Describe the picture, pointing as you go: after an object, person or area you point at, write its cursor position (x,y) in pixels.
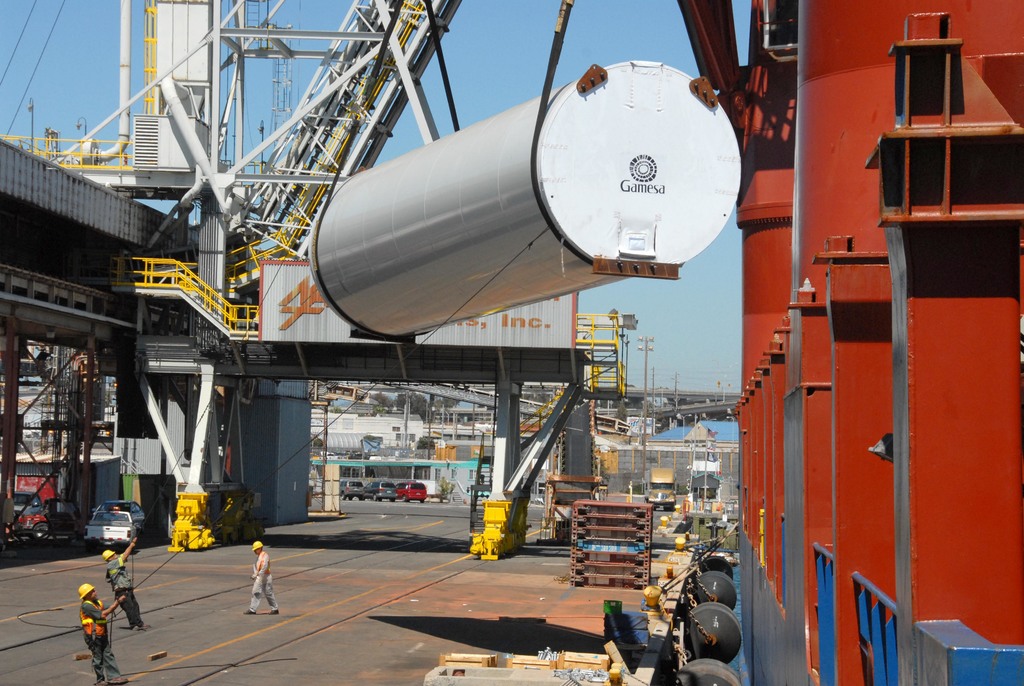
In this picture I can see the factory (22,208). In the bottom left corner (86,639) there are two persons (89,627) who are holding the ropes (138,580) and this ropes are connected to this round white color object (514,211). Beside them there is a man (265,582) who is a walking on the road (154,603). On the right (876,570) I can see the red color steel structures (862,283). On the left (25,505) I can see some vehicles (73,523) which are parked near to the shed (114,483). At the top (482,10) I can see the sky (522,12).
